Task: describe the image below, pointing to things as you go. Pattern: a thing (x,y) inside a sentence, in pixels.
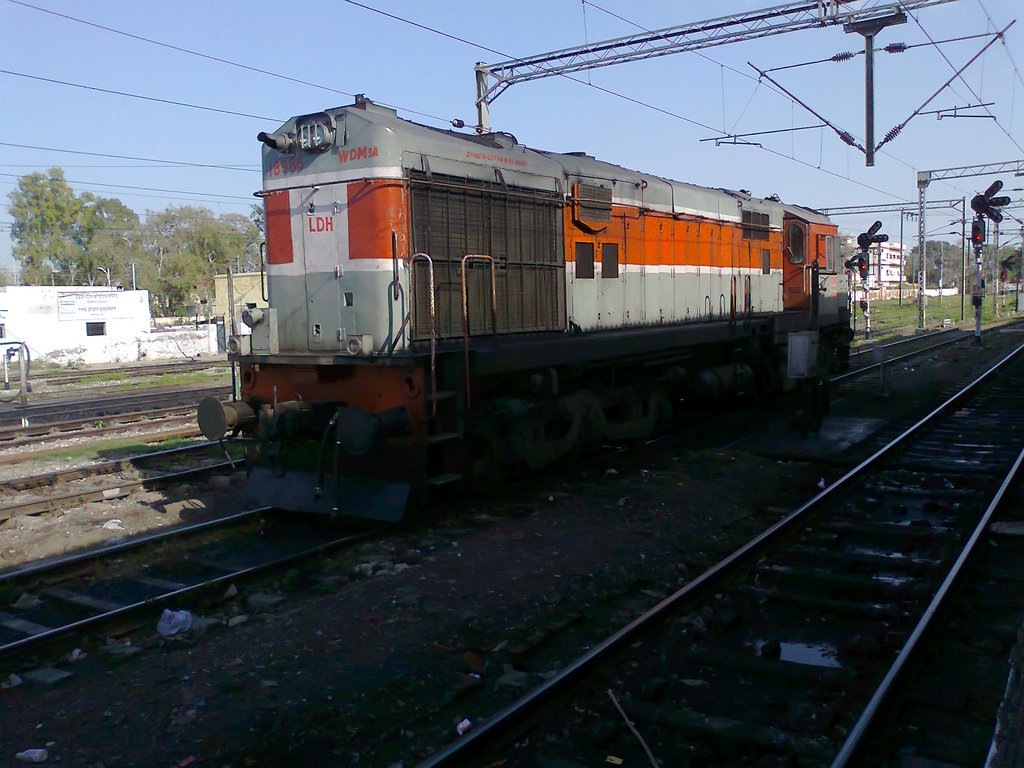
This picture is taken on the railway station (824,558). In this image, in the middle (489,258), we can see a train (443,261) moving on the railway track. On the right side (890,250), we can see a traffic signal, buildings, street lights (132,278), electric wires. At the top (741,20), we can see a metal instrument (661,34), electrical wires (1002,128), building (891,259). In the background (938,249), we can see a building (36,325), trees (961,259). At the top (617,74), we can see a sky (619,88), at the bottom (890,650), we can see a railway track (781,595) with some stones (440,526).
